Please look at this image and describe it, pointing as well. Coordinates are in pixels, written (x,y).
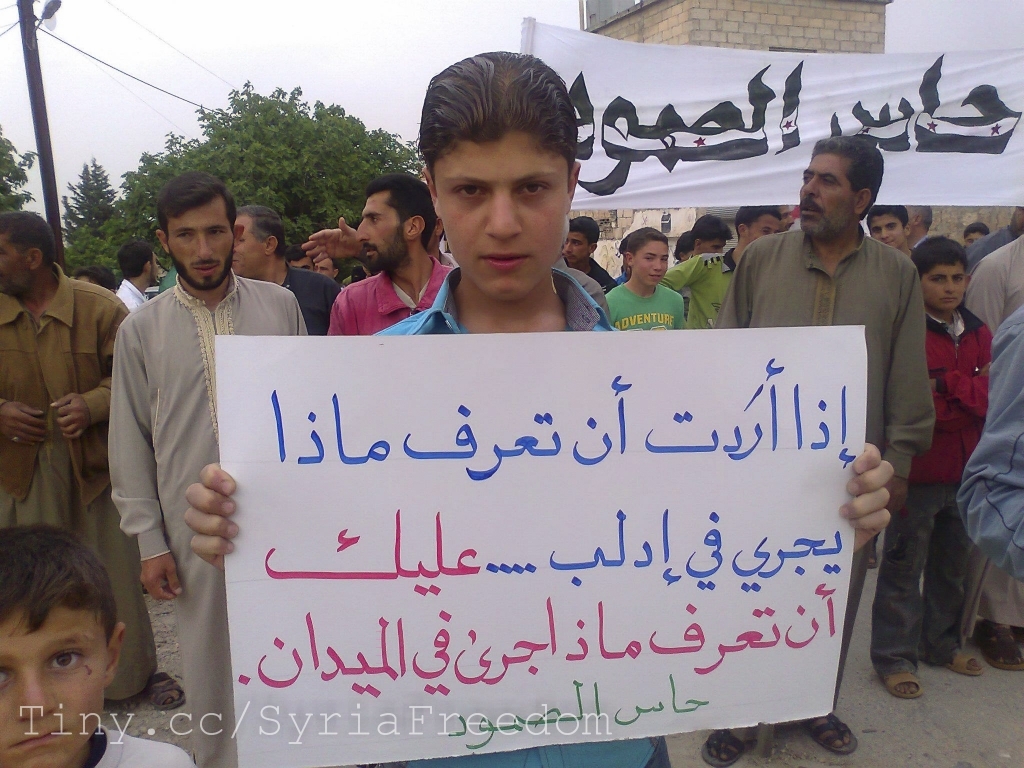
In this picture I can see a person (483,228) holding the placard (553,500) in the middle (529,441), at the bottom (600,716) there is the watermark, there are group of people (751,251), on the right side (833,89) I can see the cloth (790,146), on the left side (304,168) there are trees (357,156), in the background (639,15) there is a building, at the top (415,54) I can see the sky (374,82).
